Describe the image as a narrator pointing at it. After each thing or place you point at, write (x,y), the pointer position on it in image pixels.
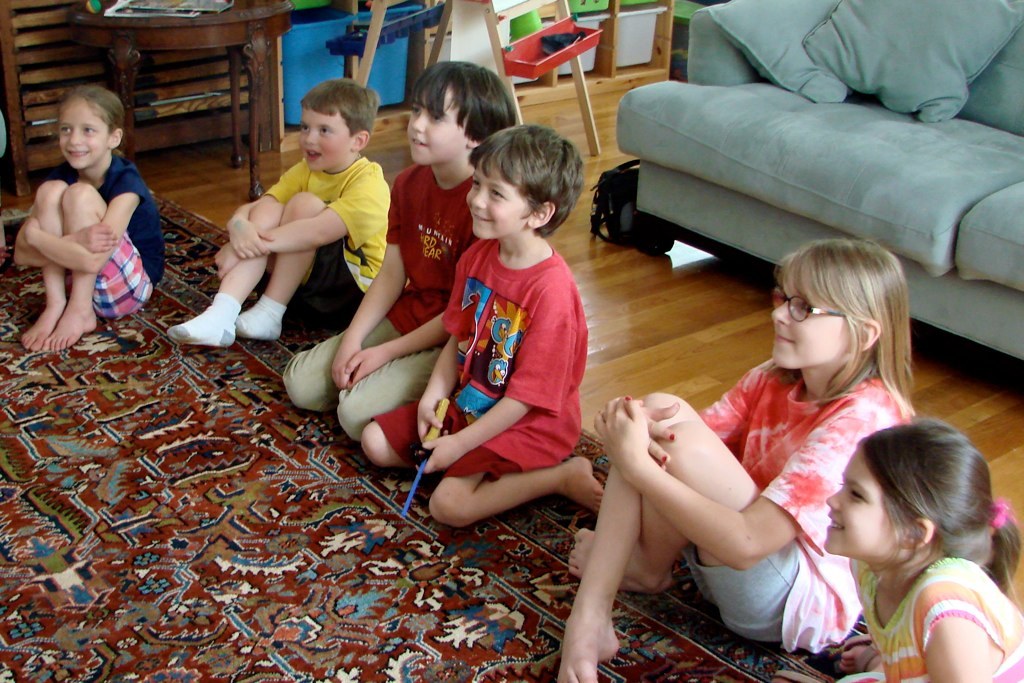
Group of children (358,223) are sitting on a carpet (354,493) and listening to something.
